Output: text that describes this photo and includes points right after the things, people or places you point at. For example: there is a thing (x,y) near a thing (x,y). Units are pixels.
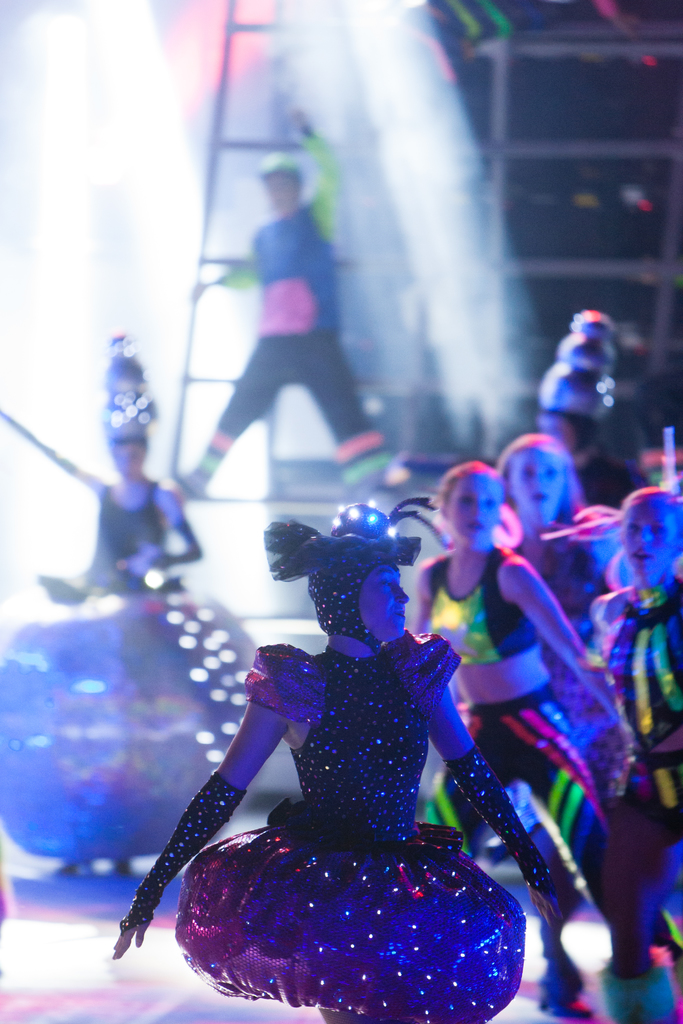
In this picture, we see the women (332,525) who are wearing the costumes (352,822) are performing. Behind them, we see a person (269,270) is standing on the ladder (226,336). In the background (604,147), we see a ladder (632,211) and it is black in color. This picture is blurred in the background (352,367).
